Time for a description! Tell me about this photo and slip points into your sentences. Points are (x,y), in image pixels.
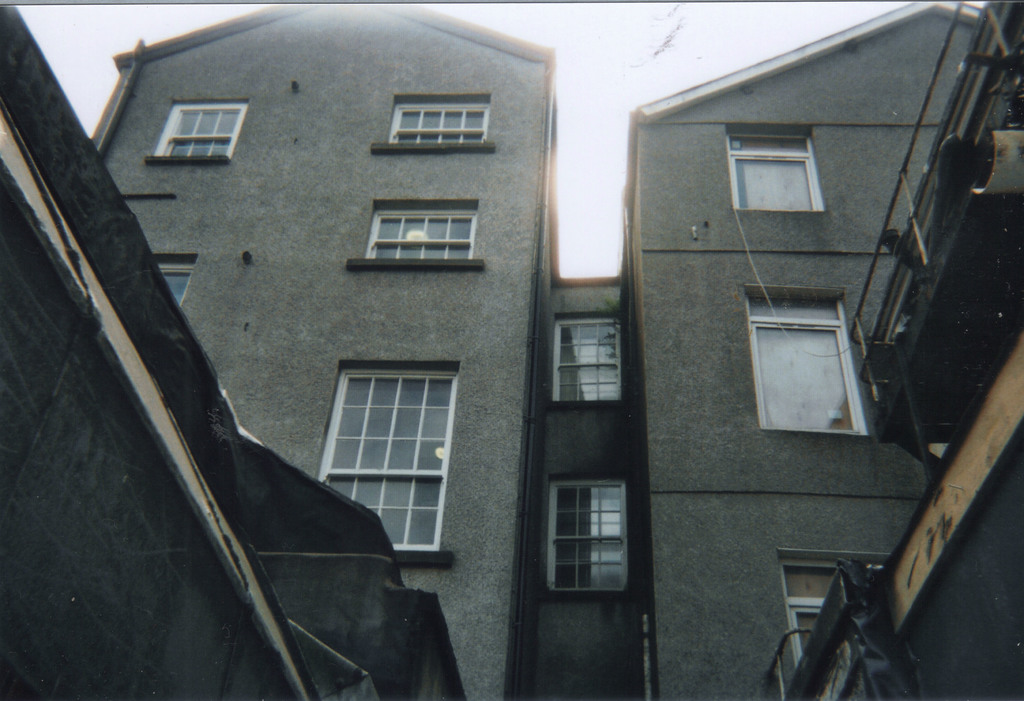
In the image we can see some buildings (499,67).
